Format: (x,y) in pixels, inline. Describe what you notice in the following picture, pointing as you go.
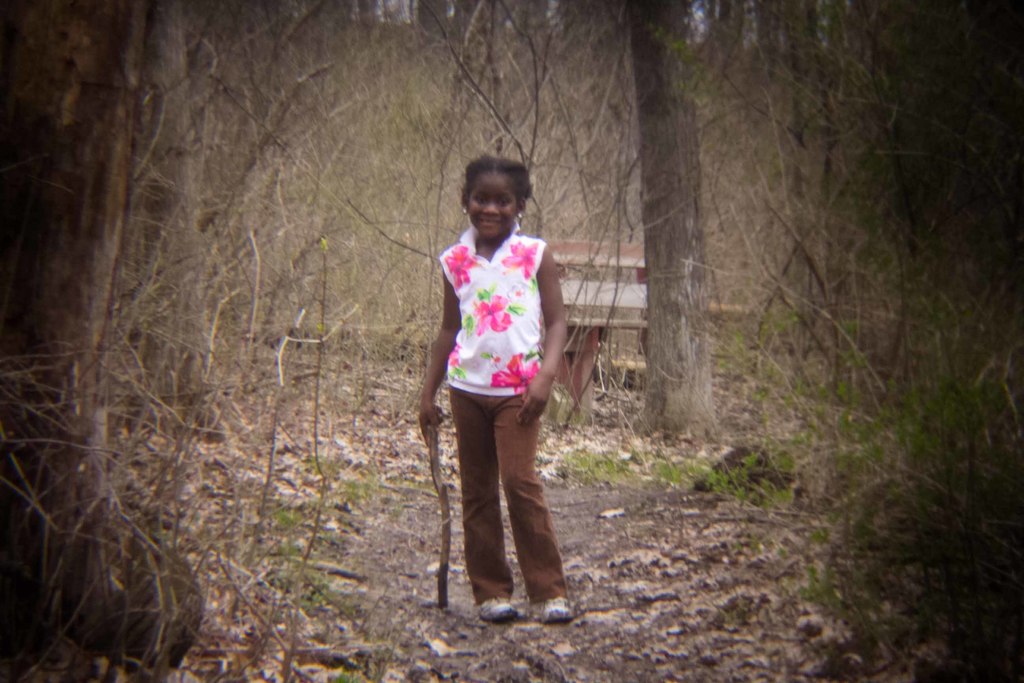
This image consists of a girl (526,485) holding a stick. At the bottom (713,630), there are dried leaves (403,608) on the ground (407,590). In the background (262,97), we can see many trees (724,175).
